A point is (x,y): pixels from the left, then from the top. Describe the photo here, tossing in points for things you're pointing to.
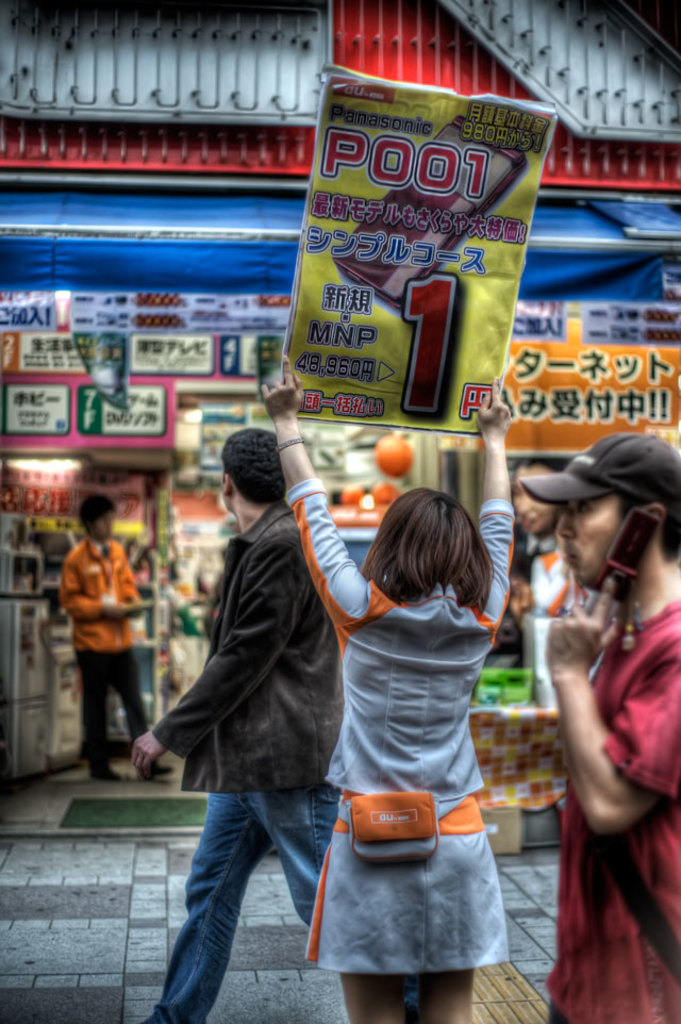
In this picture we can see five persons (293,666), a man (656,745) on the right side (656,745) is holding a mobile phone (633,553), he wore a cap (679,501), this girl (479,598) is holding a paper (362,274), this man (323,690) is walking, in the background (200,342) there are some hoardings (608,361).
